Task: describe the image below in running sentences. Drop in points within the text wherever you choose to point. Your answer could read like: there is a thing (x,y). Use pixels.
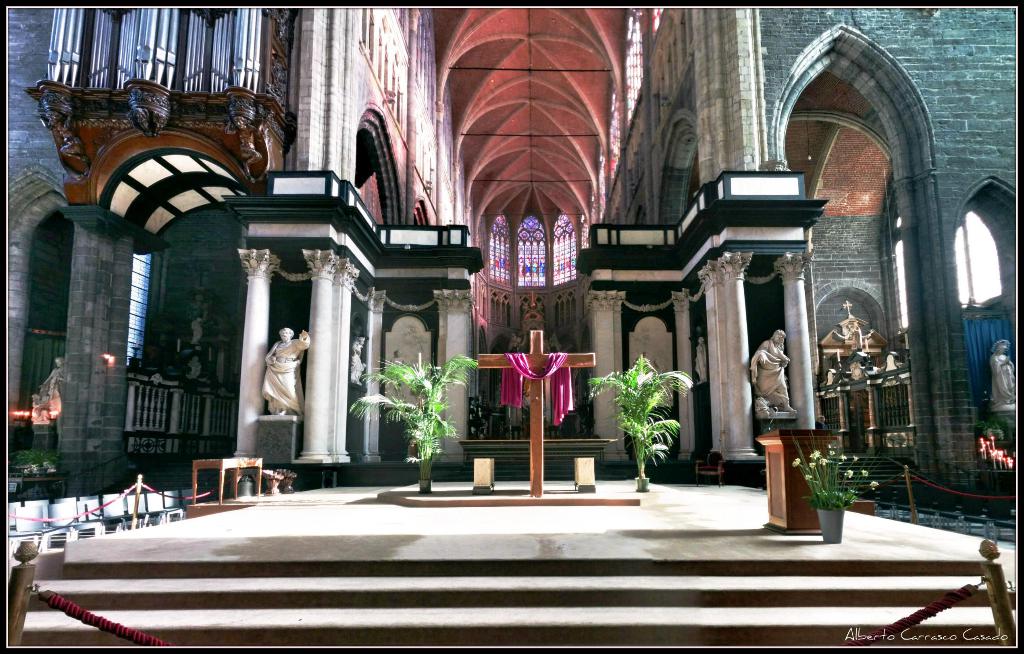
It is an inside view of the church (523,419). Here we can see few plants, holy cross (538,402), sculpture (268,387), pillars (600,356), walls (978,78), railings (215,418), chairs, ropes (51,522), poles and stairs (644,603).
